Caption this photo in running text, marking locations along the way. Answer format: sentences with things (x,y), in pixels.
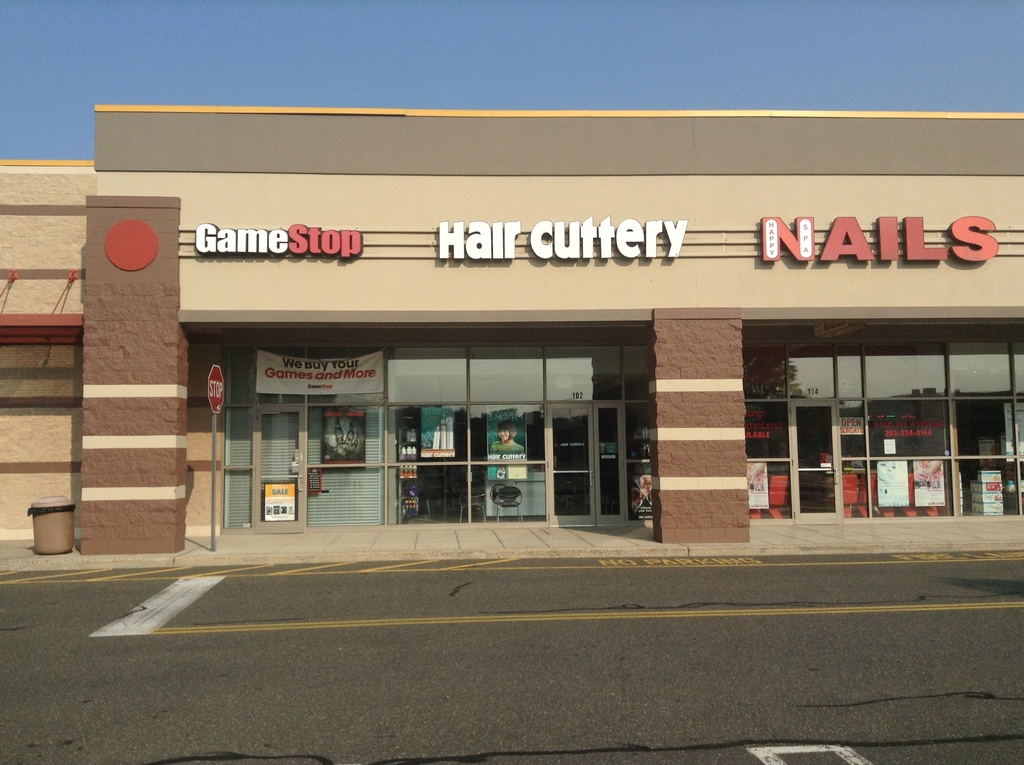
In this image we can see the building (454,351) with the text (610,258) and there are posters (329,388) attached to the window (391,380). And there are doors (838,480) and pillars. We can see a sign board (213,375) and dustbin (37,530) on the ground (412,558). In front of the building (18,518) we can see a road (420,665). In the background (484,68), we can see the sky (502,56).
